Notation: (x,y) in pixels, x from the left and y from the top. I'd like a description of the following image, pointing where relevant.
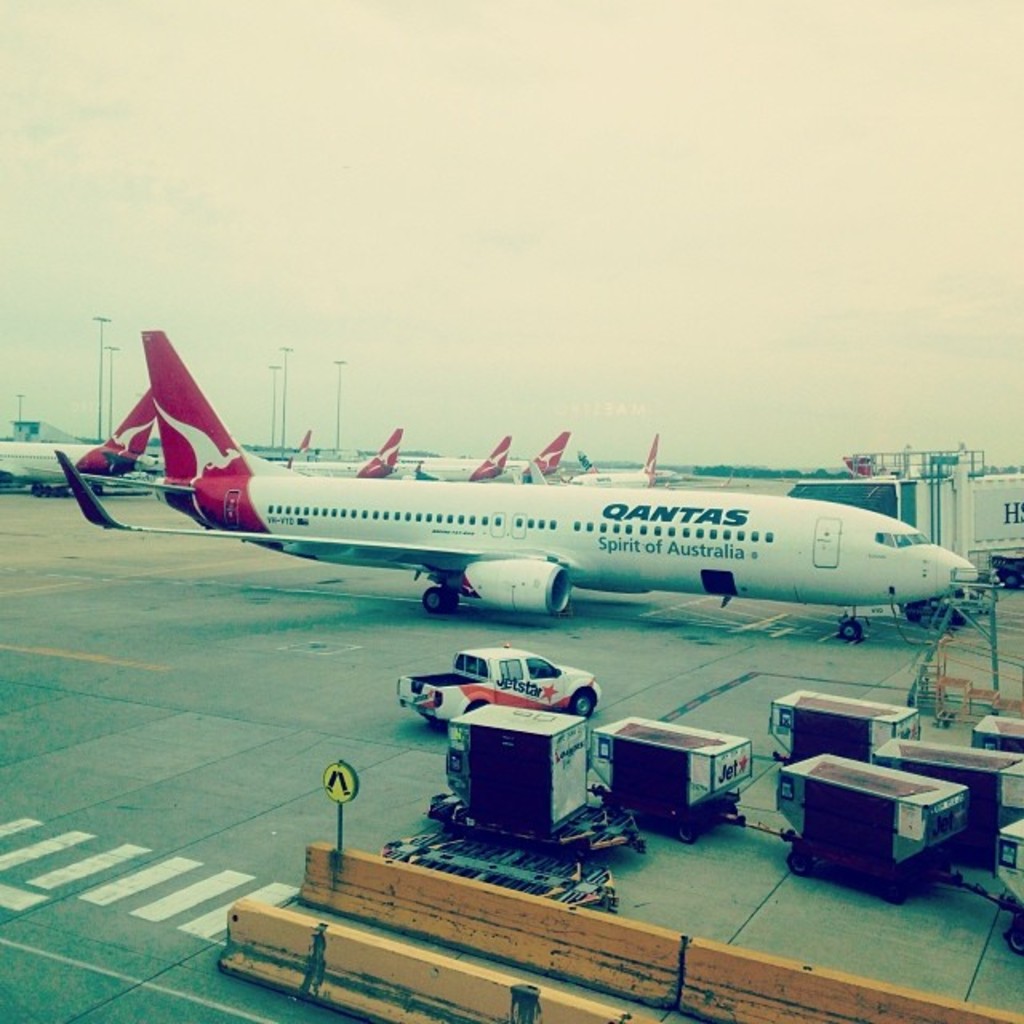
In this image we can see an airplane (866,565) on the road (535,636). Here we can see a vehicle (525,667) on the road (589,659), containers (561,822), road barriers (581,910), tunnel (952,485), a few more airplanes (68,445), poles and the sky (352,409) in the background (620,185).
